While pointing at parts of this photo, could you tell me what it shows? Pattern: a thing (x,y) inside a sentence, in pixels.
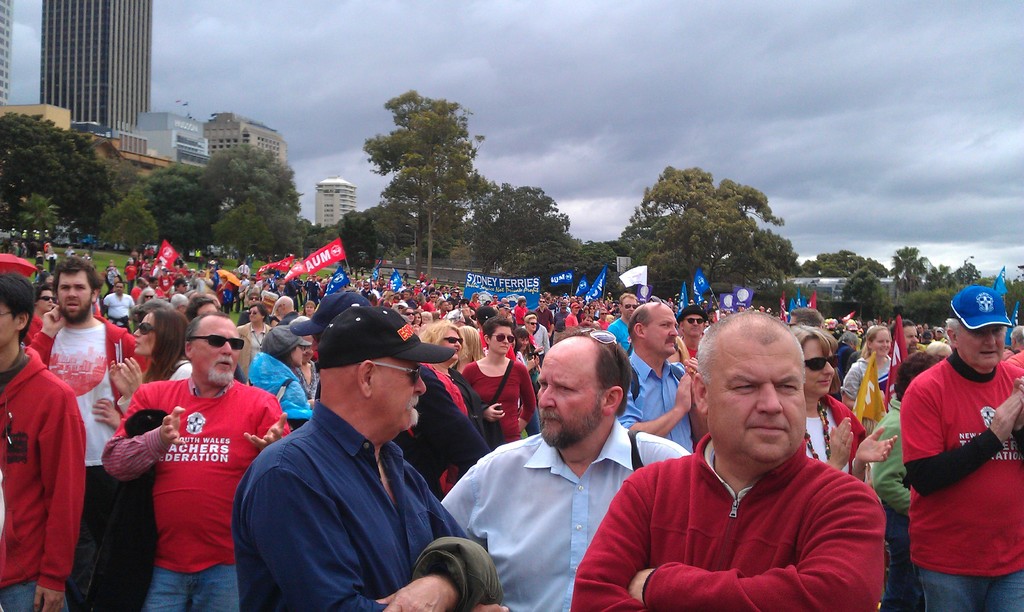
In this picture we can see a group of people (475,479) and in the background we can see banners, flags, buildings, trees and the sky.
